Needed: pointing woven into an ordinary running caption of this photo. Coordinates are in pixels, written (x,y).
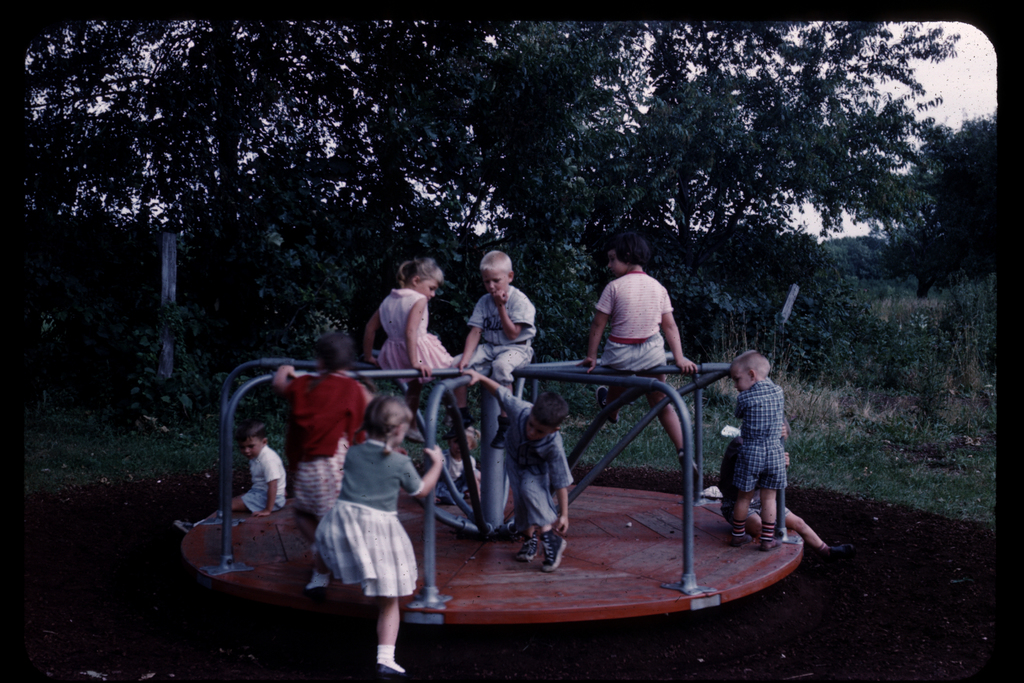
In the foreground of this image (621,408), there are kids (452,448), sitting and standing on the circular park equipment (604,590) and in the background (632,209), there are trees (257,244), poles (174,288) and the sky (945,106).
